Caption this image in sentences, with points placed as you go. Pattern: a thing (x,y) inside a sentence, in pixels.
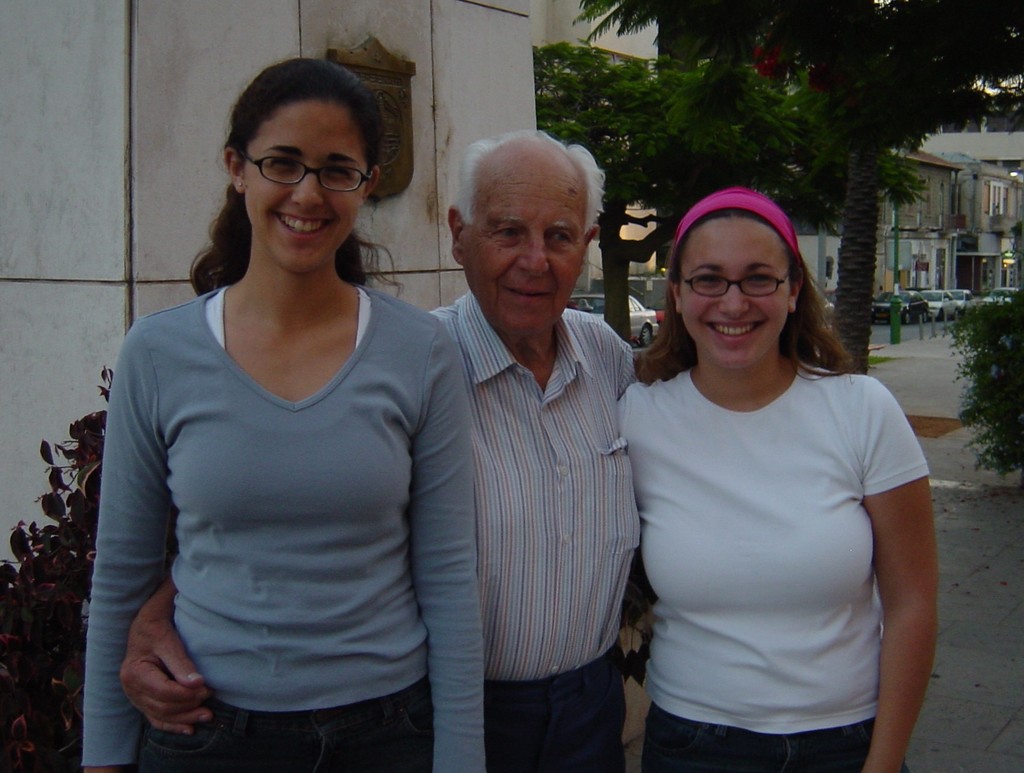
In this picture I can observe two women (732,304) and an old man (525,407) in the middle of the picture (496,365). All of them are smiling. In the background (707,179) I can observe trees (700,178) and a building (475,54).
